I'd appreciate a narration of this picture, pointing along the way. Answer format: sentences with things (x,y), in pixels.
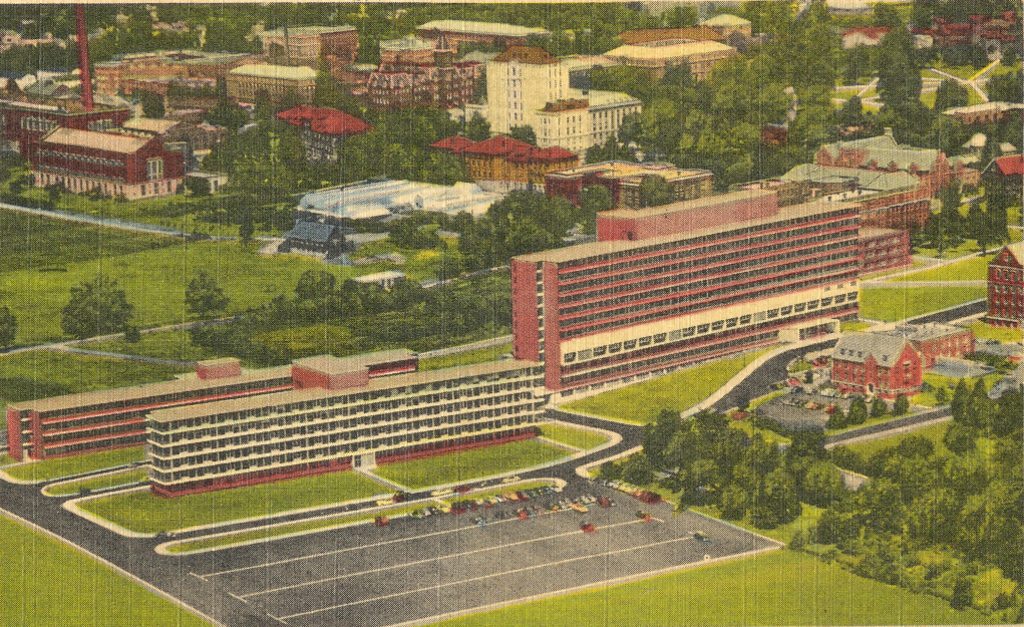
In this picture we can see buildings (664,234), trees (718,162), roads (777,363), grass (171,296) and some objects (634,497).
